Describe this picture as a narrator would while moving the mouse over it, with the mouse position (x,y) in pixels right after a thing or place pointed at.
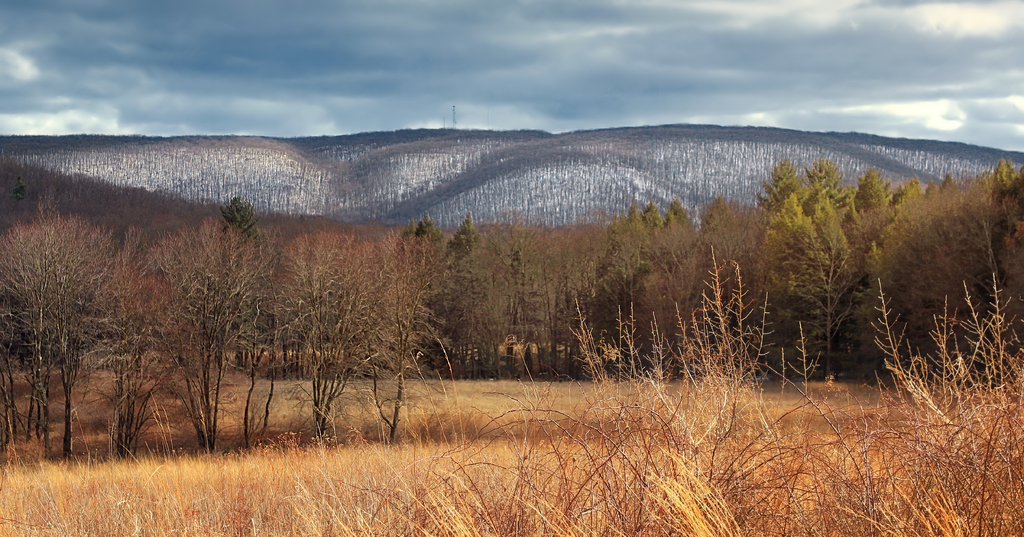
In this image we can see there are trees (847,308), mountains (528,194) and a sky (573,84).
